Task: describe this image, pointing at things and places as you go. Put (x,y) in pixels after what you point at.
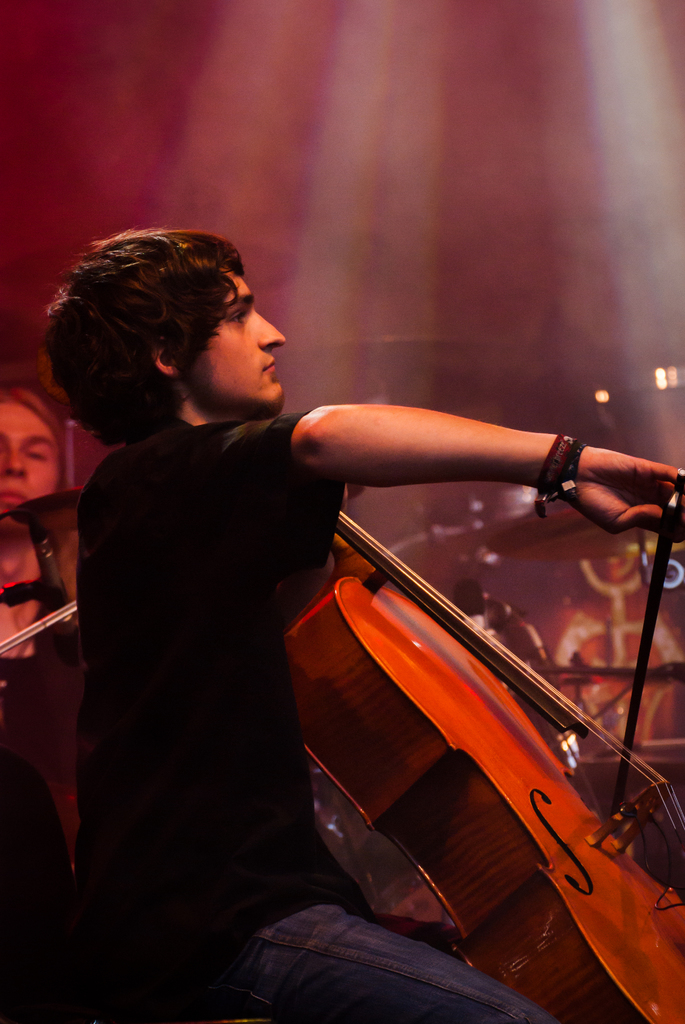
In this picture we can see a person (188,916), here we can see a cello (455,888), person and musical instruments (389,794) and in the background (585,560) we can see lights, wall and it is blurry.
